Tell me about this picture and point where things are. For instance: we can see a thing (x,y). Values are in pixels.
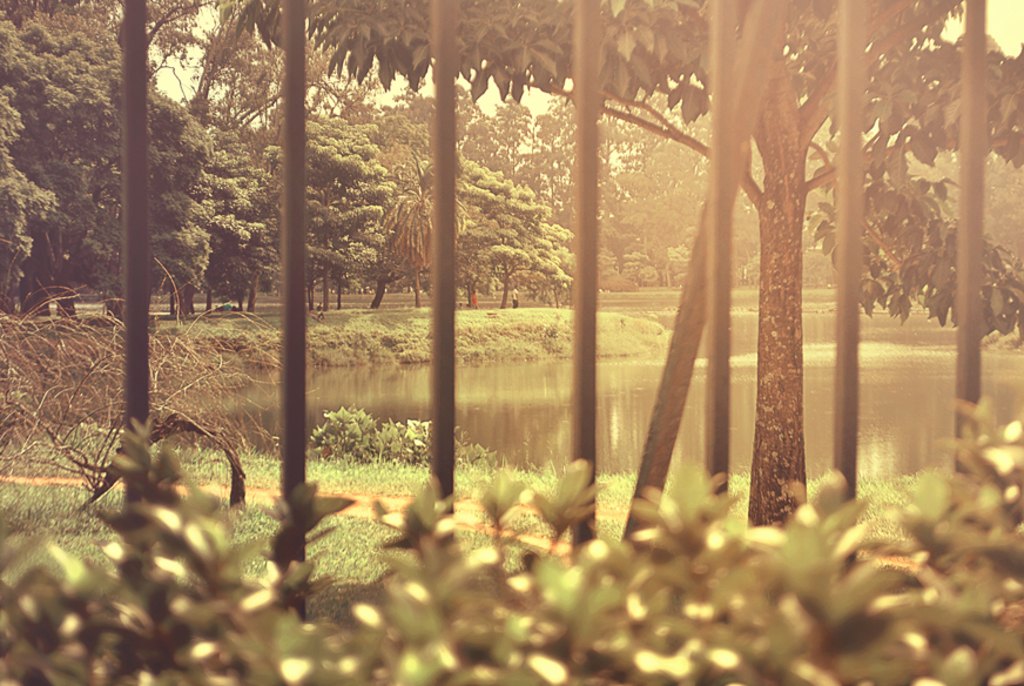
In this image it seems like it is a park (66,364). In the background (245,201) there are trees (354,180). At the bottom (257,639) there are small plants (511,637). In the middle (441,326) there is a metal fencing (722,316) through which we can see the trees (768,237). There is a pond (505,399) in the middle (499,399).
